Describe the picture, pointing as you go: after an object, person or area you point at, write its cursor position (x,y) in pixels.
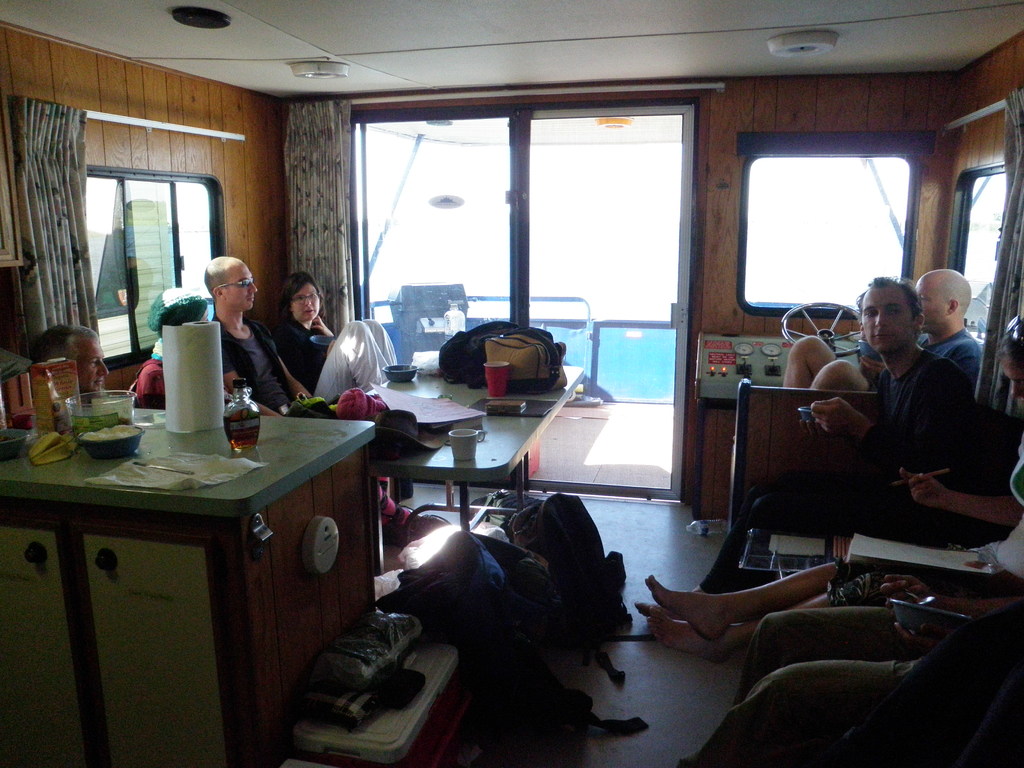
This picture shows few people (885,418) seated on the chairs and we see a bottle (253,434) and paper bundle (221,393) few bowls (114,421) on the table (73,453).
